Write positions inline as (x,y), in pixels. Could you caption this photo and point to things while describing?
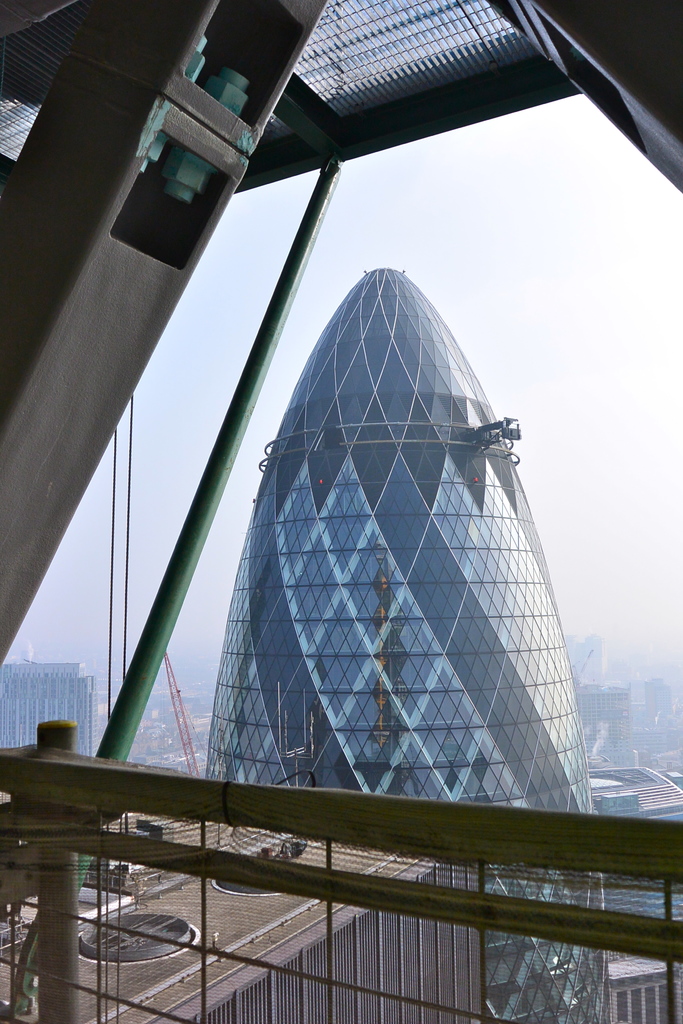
In this image there are buildings (402,571). Bottom of the image (180,866) there is a fence (206,923). A metal rod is attached to the roof (329,87). Background (621,427) there is sky (530,403).
